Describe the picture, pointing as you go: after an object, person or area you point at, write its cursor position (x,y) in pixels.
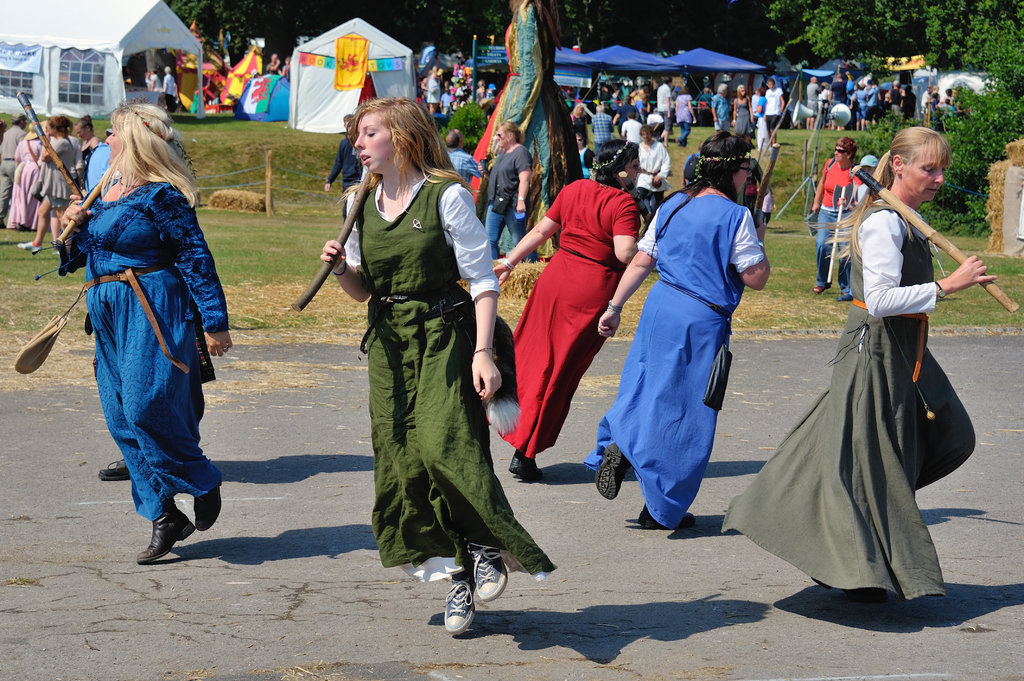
In the picture we can see a path (191,586) and on it we can see some women (127,313) are wearing a different color of dresses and dancing and they are also holding a stick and behind them, we can see a grass surface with some people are walking and behind them, we can see some tents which are white in color and some are blue in color with some shops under its and in the background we can see full of plants (959,41) and trees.
